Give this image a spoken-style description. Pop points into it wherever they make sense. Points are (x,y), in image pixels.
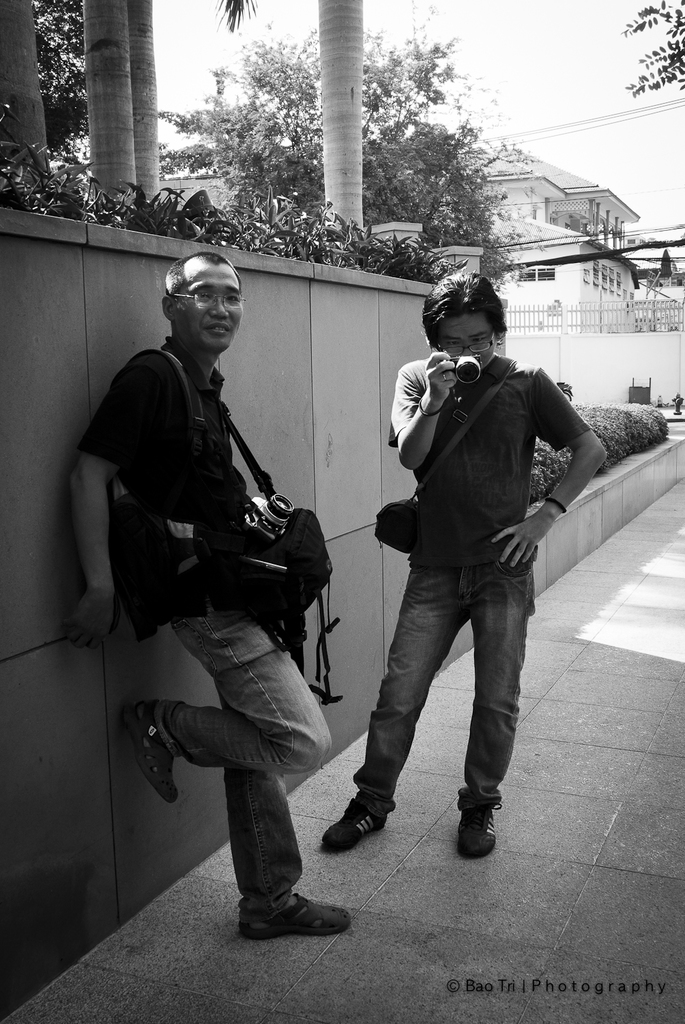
This is a black and white picture and on the left side (209,399) there is a man (100,440) standing and leaning on the wall (255,392) and he is carrying bags (143,539) and camera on his shoulders (159,361) and neck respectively and beside to him there is a man (439,605) standing on the floor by carrying a bag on his shoulder (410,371) and holding a camera (465,362) in his hand (452,385). In the background (390,225) we can see buildings (623,235), electric wires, trees (305,185), plants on the wall (289,292), fence (622,309), some other objects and sky (490,70).
